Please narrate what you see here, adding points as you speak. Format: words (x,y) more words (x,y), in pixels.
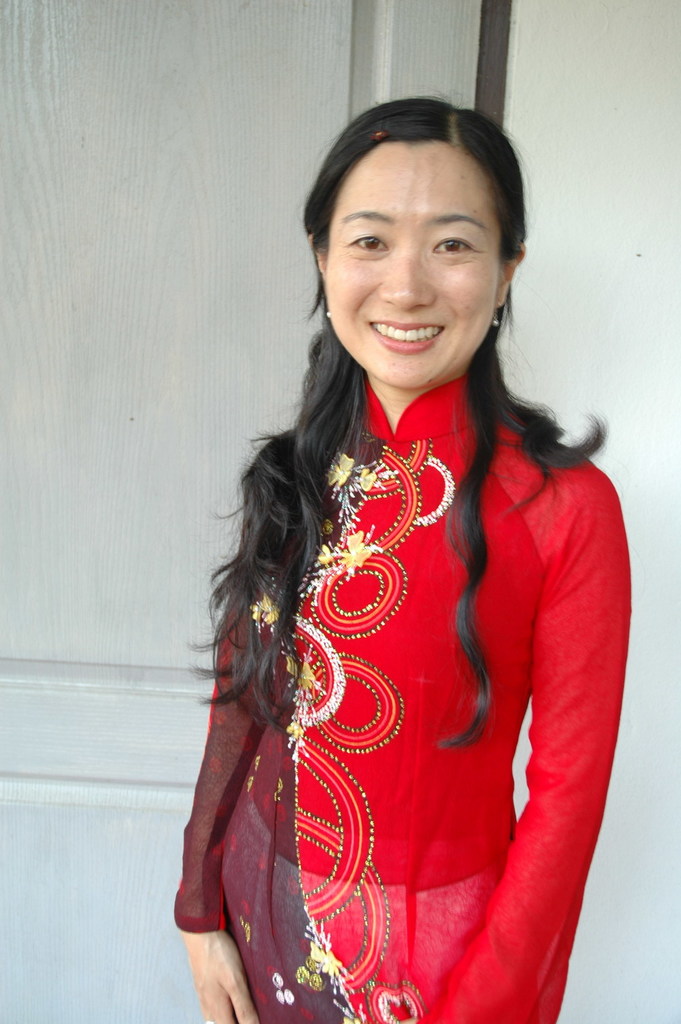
In the background (588,156) we can see the wall (587,152) and we can see the partial part of a door (394,97). In this picture we can see a woman (532,420) standing and she is smiling.
